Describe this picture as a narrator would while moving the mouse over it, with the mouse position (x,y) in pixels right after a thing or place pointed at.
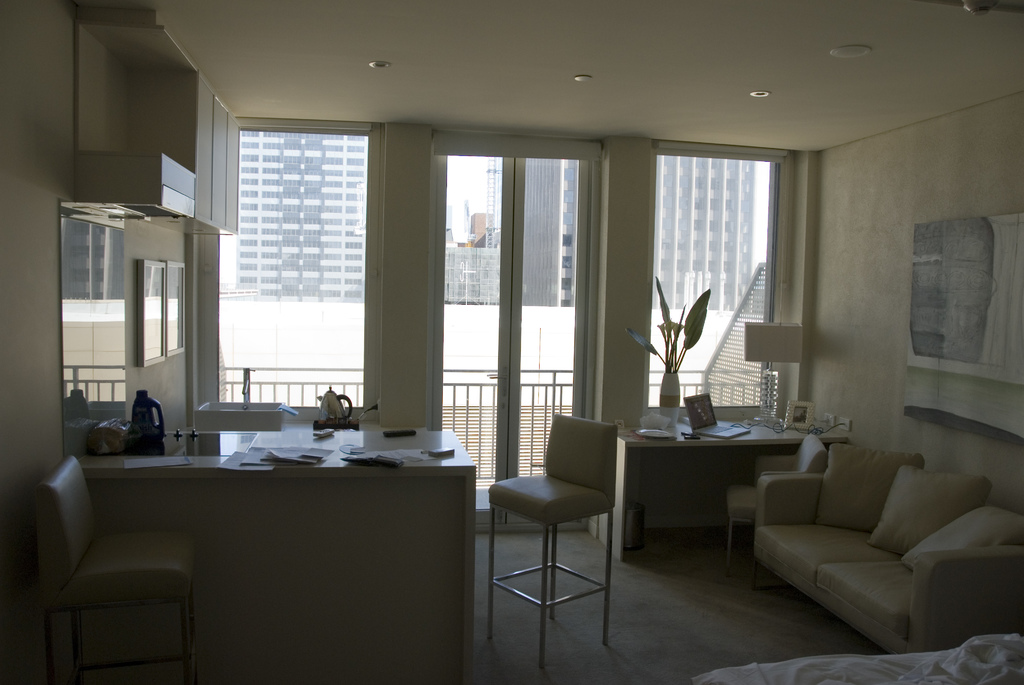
In this image i can see three chairs (179,602) a couch (838,527), three pillow (903,528) and few papers (384,453), jug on a table (417,433). At the background (331,249) there is a glass (329,187) and a building (313,155). At the top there is a light (380,60).
